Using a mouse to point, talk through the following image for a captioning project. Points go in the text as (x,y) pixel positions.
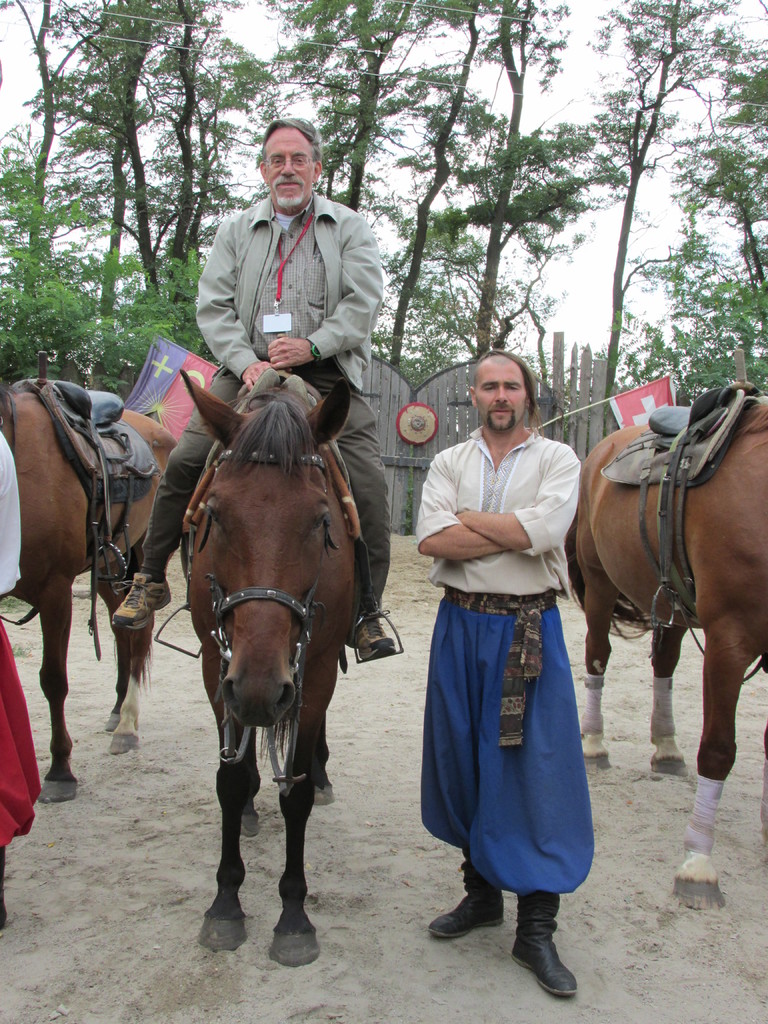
In this image we can see a person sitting on the animal (332,680) and beside him we can see a person (459,780) standing. We can also see trees (728,365), animals (661,652), flags (650,396) and sky (82,155).
